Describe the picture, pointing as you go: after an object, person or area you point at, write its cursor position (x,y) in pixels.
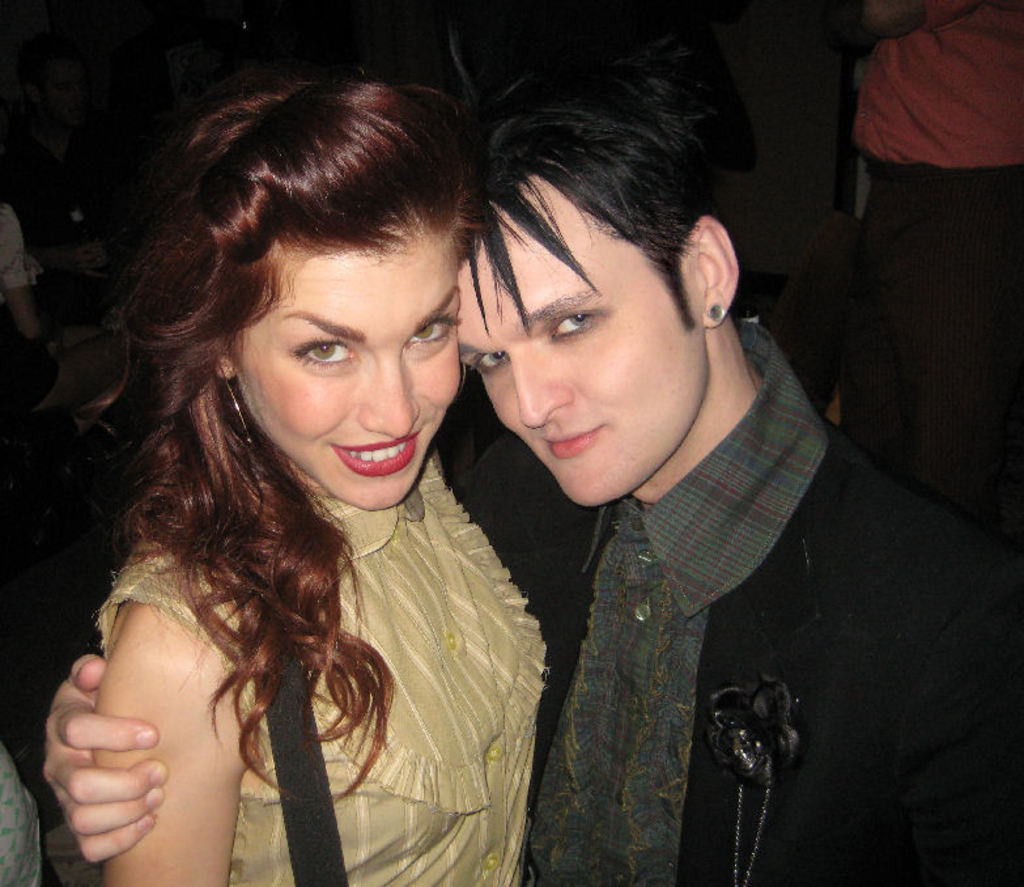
In this image there is a woman (330,486). Beside her there is a person (721,589). He is wearing a blazer (828,693). Behind them there are people (90,219).
